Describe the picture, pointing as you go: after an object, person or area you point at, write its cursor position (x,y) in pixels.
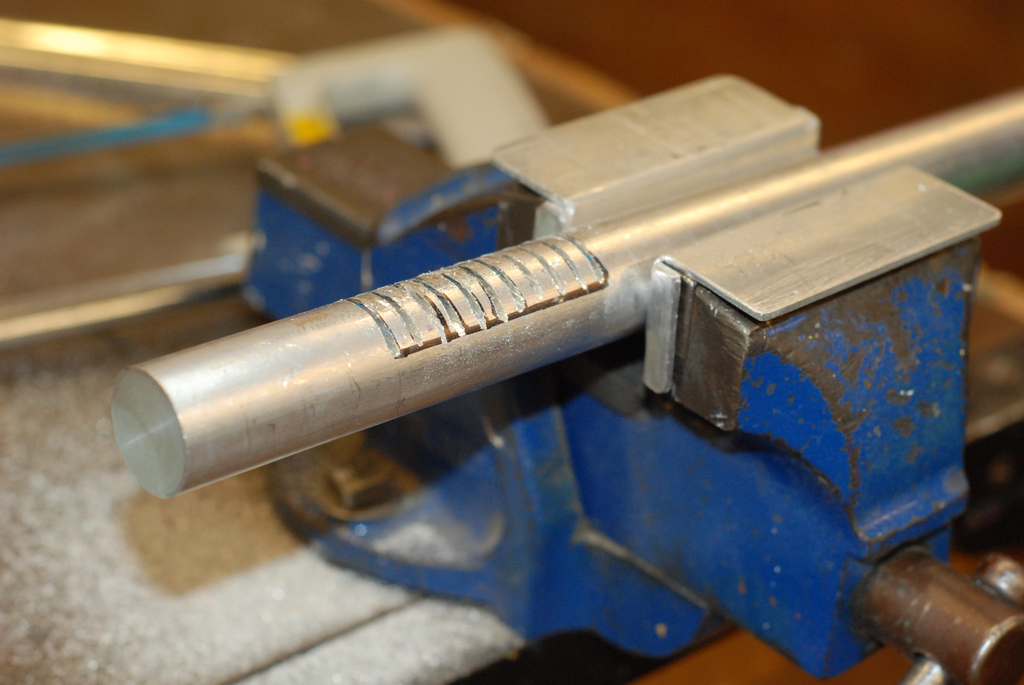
In this image there is a tool (471,177) at right side of this image (690,411) and there is a iron rod (422,332) in middle of this image (574,293).
